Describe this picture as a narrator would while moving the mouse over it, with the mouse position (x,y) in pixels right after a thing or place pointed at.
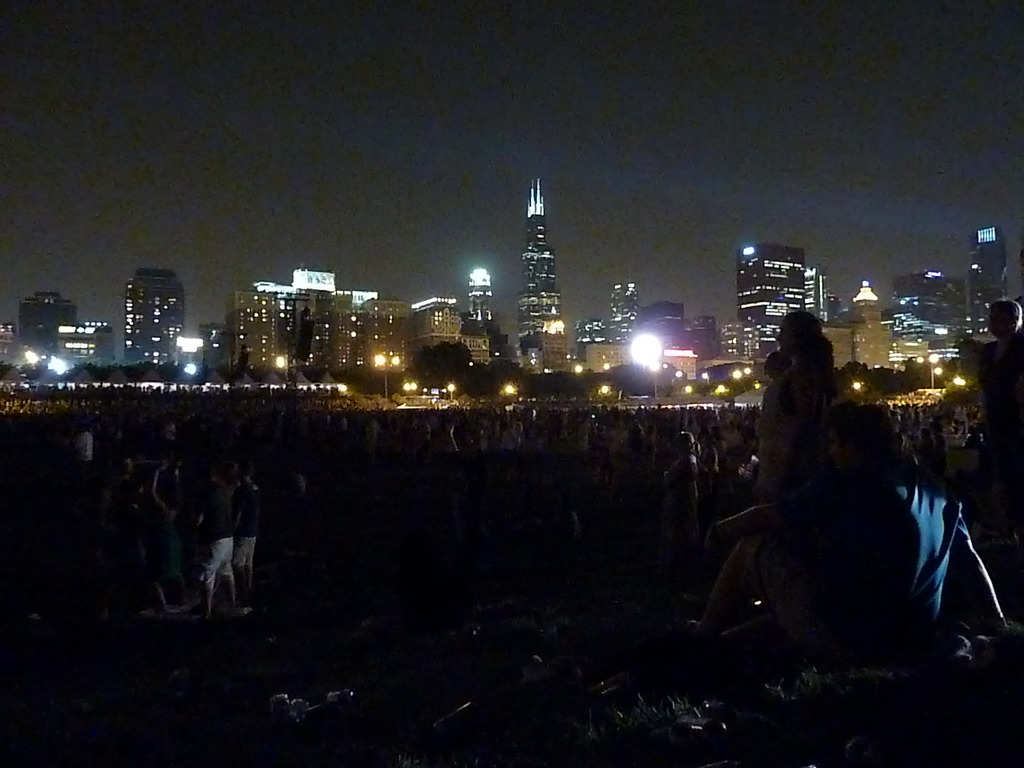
In this image we can see some people (517,413). In the background of the image (368,363) there are some buildings (967,314), lights (909,344) and other objects (270,367). At the bottom of the image (455,720) there is the floor (407,730). At the top of the image (547,127) there is the sky (555,19).
